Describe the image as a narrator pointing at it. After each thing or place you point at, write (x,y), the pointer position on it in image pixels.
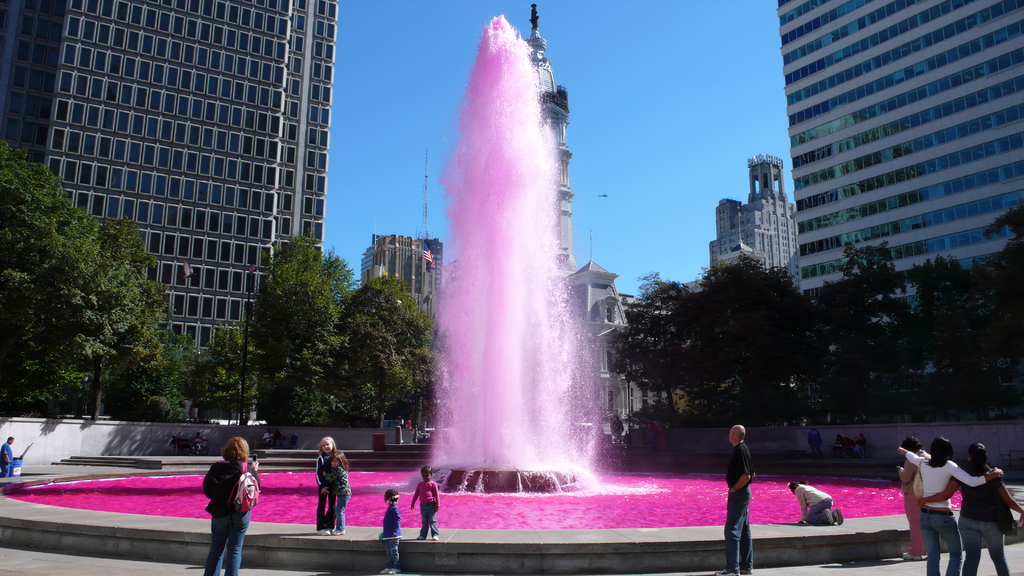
There is a pink colour fountain (487,224) in the picture. The water (527,464) is completely in pink colour. There are some children (415,499) in front of the fountain (370,508). And there is a woman (224,516) holding a bag (239,498) in front of the children (323,479) taking their picture. There is a man (732,487) in front of the fountain (494,280) looking at the water (576,428). There are three members (945,498) who are looking at the fountain (549,357). Around the fountain (497,348) there are some trees (407,330). Behind the trees (881,350) there are buildings (859,185). And in the background (374,114) we can observe a sky (646,105).
